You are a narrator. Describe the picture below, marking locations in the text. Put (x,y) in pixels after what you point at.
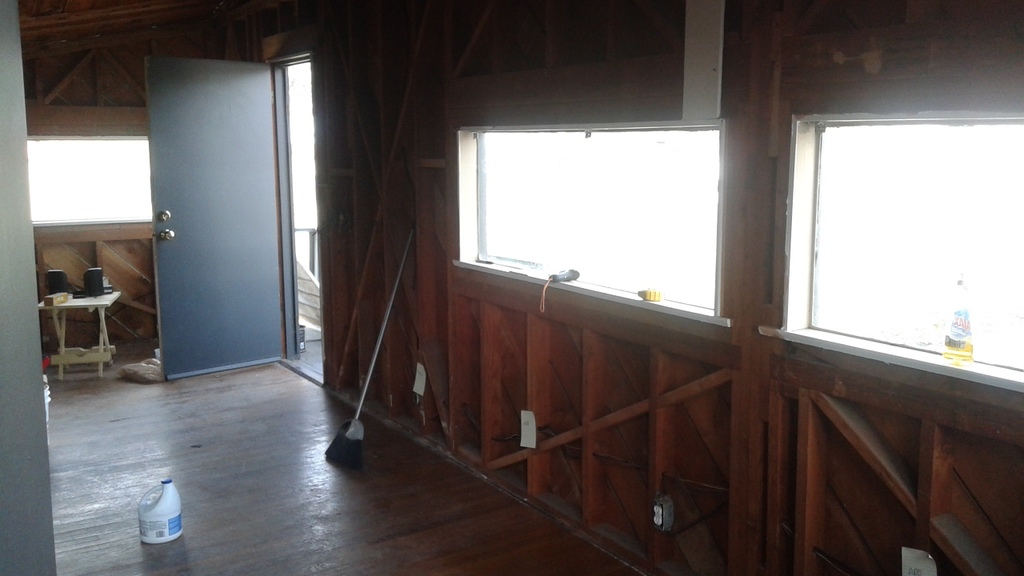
This picture shows the inner view of a building (193,49). There are some objects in the windows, some objects (91,289) on the table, one object (5,75) on the left side of the image (19,479), three stickers (531,443) attached to the wooden wall (641,498), some objects (152,509) on the floor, three objects (666,499) attached to the wooden wall (460,431) and some objects (358,417) on the ground (147,385) near the door (243,333).
